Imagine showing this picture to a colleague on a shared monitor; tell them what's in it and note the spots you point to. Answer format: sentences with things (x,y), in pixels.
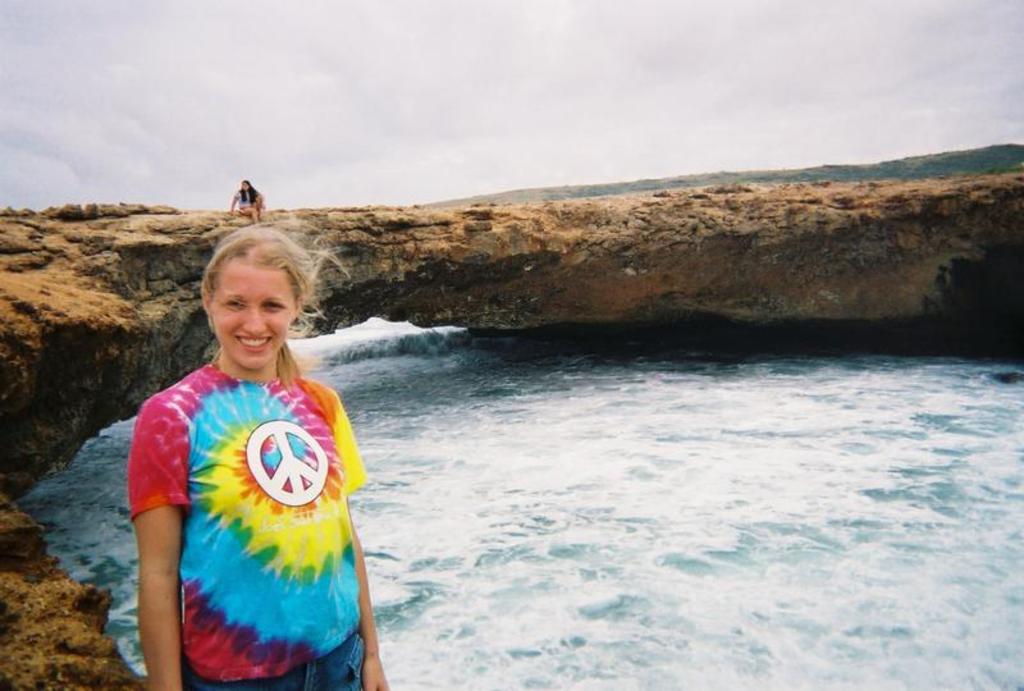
In this picture there is a woman (249,553) standing and there is water (536,564) beside her and there is another woman (255,200) sitting on the rock (284,209) behind her and the sky (396,59) is cloudy.
